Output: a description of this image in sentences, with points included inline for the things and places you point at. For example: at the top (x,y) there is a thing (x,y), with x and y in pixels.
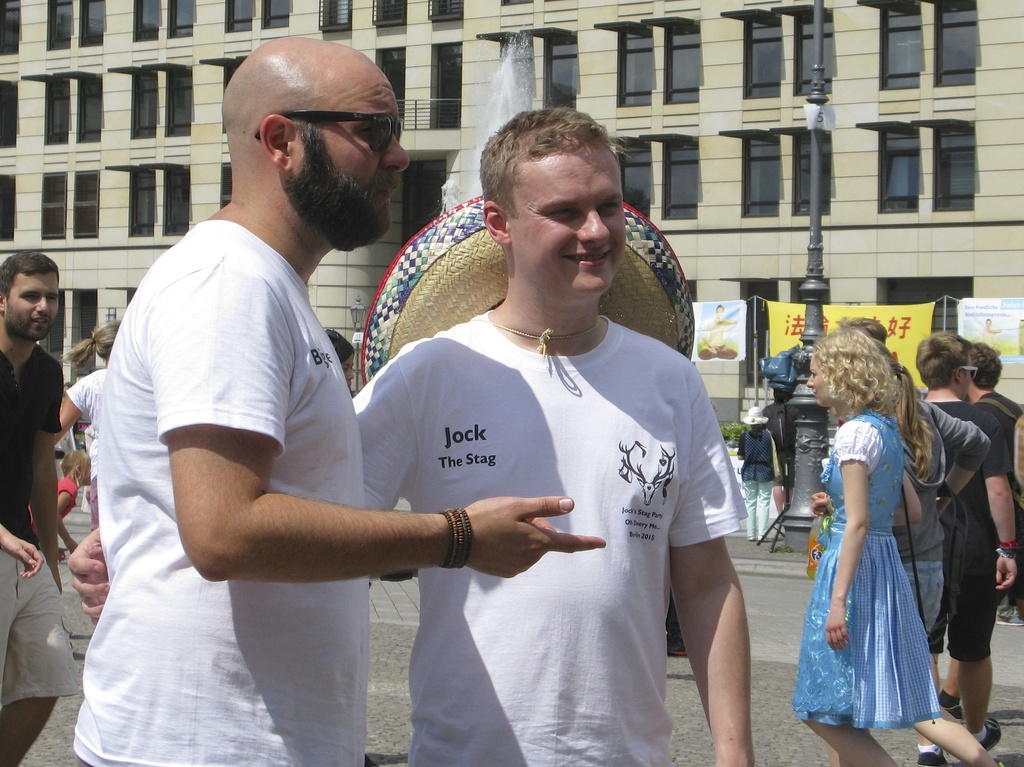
2 people (341,456) are standing wearing white t shirt (358,460). There are other people (784,454) at the back (784,454). There is a pole (808,331), fountain (502,61) and building (472,72) at the back (697,101).
